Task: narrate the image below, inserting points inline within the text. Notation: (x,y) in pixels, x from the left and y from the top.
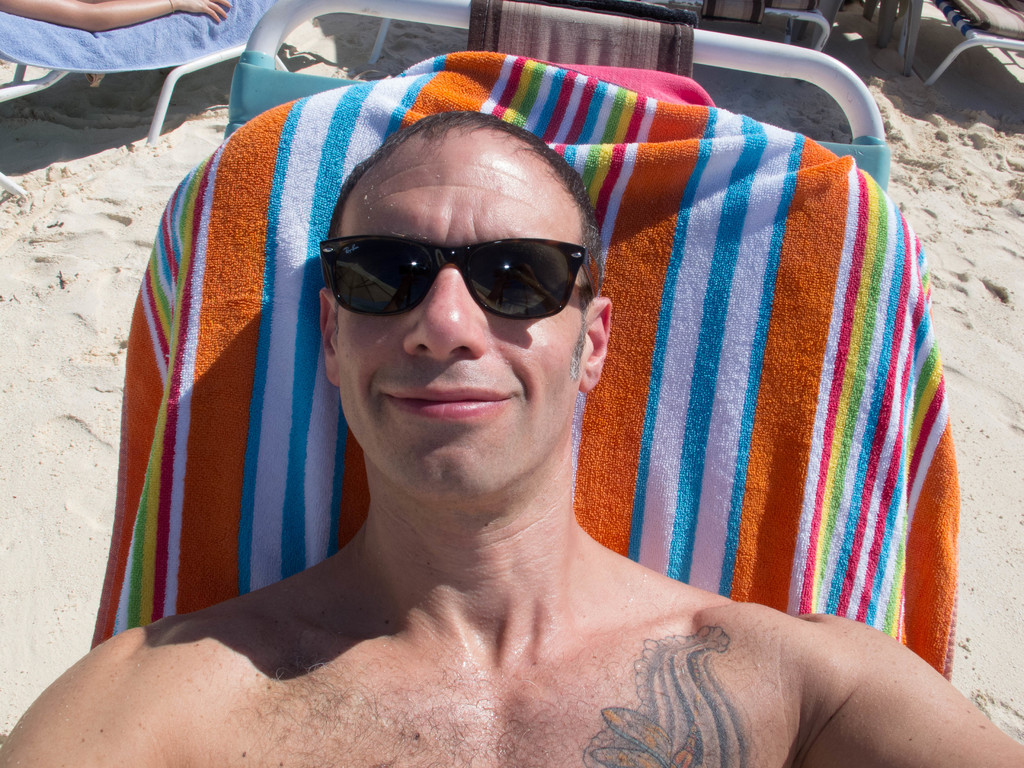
In this image, in the middle (460,510), we can see a man (548,470) wearing black, color goggles (533,300) is sitting on the chair (810,297). On the left side (190,14), we can also see another person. On the right side (959,16), we can also see another chair (709,4). In the background (754,44), we can see a metal rod (754,44), at the bottom (45,525), we can see a sand (43,451).
